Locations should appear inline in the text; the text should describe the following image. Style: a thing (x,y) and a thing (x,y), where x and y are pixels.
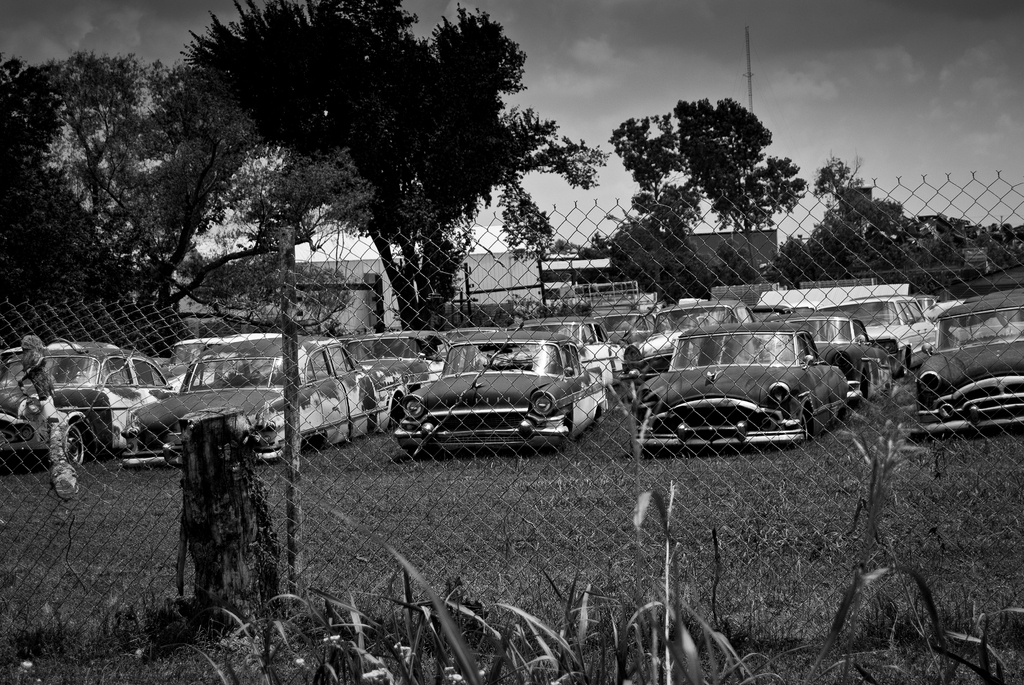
This picture is clicked outside. In the foreground (853,610) we can see the grass (224,645), mesh (287,510) and some objects (252,481). In the center (480,387) we can see the group of cars (637,382) parked on the ground (697,504). In the background (580,63) we can see the sky (696,56) which is full of clouds (596,71) and we can see the trees (428,175) and some houses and some other objects (734,298).
